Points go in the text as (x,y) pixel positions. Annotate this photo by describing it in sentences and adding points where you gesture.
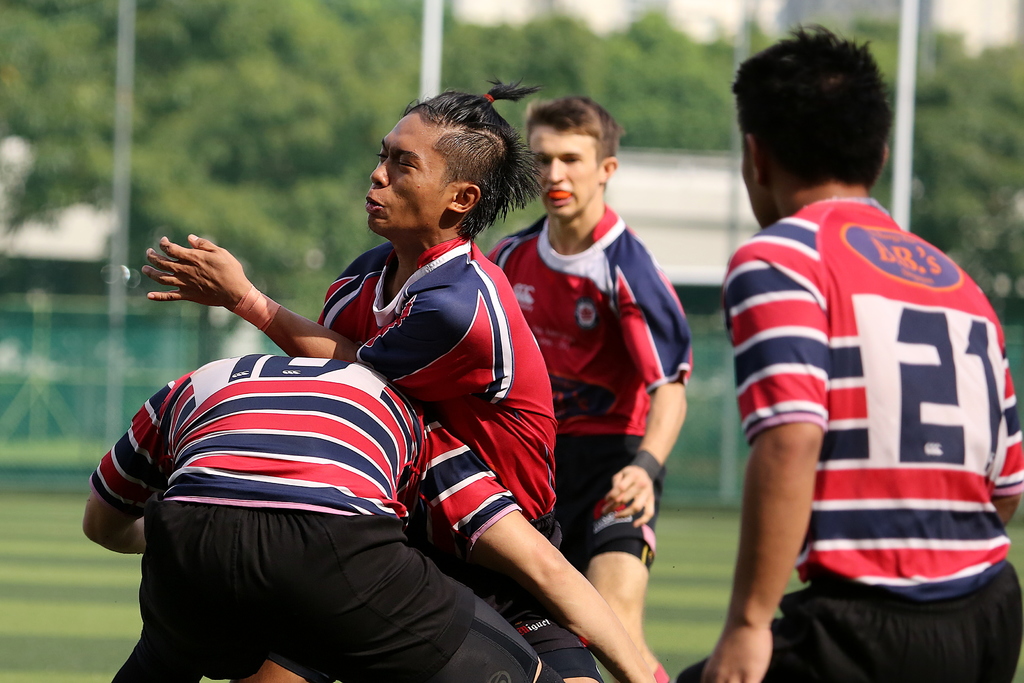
In this image there are four people (663,382). I think two of them are fighting. There are trees (914,220) in the background (161,224).
